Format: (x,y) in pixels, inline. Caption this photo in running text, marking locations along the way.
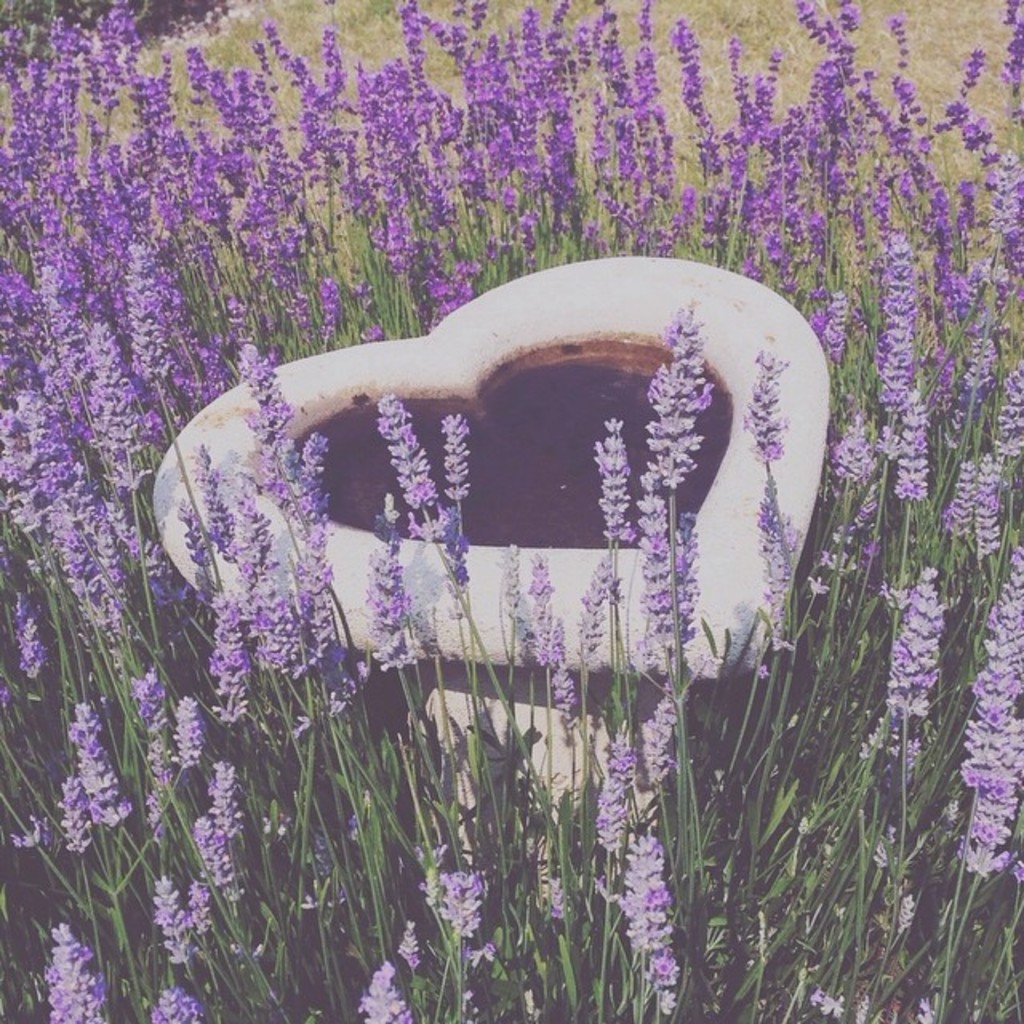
In the picture we can see a grass plant (770,944) with violet colored flowers (402,434) to it and in the middle (459,371) we can see a heart shaped water basin (487,351) with water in it and in the background (688,150) we can see some grass (301,32).
